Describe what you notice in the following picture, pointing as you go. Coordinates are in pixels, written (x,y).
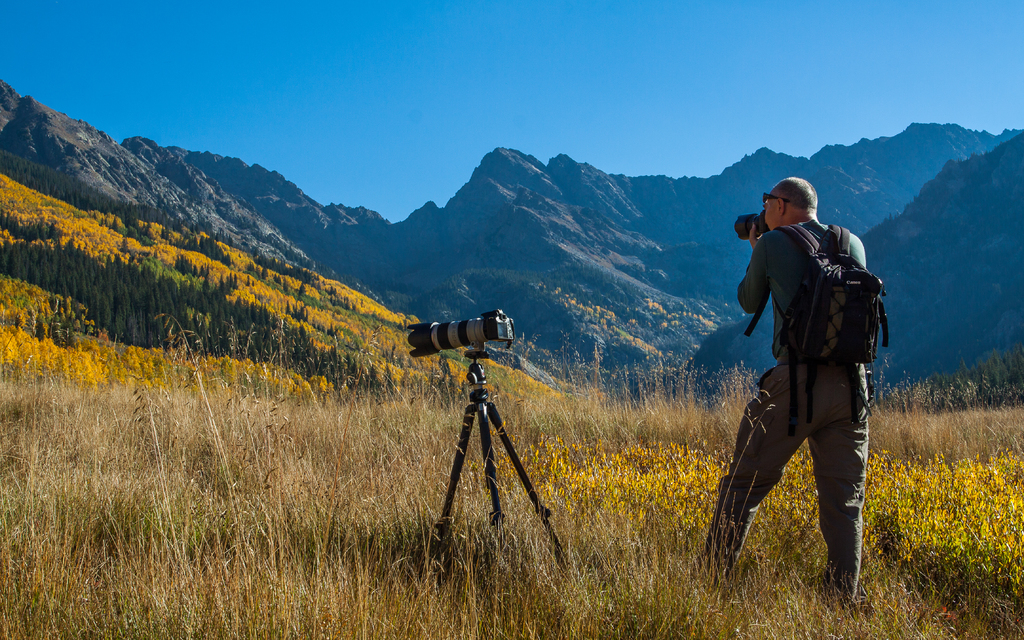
In the foreground of the picture (660,478) there are plants (721,449), flowers (953,497), stand (471,372), camera (484,329) and a person (785,345) wearing backpack (818,265) and taking pictures. In the center of the picture (627,332) there are trees (57,281). In the background (582,174) there are mountains (554,164). At the top (481,75) it is sky (607,80), sky (607,80) is sunny.
